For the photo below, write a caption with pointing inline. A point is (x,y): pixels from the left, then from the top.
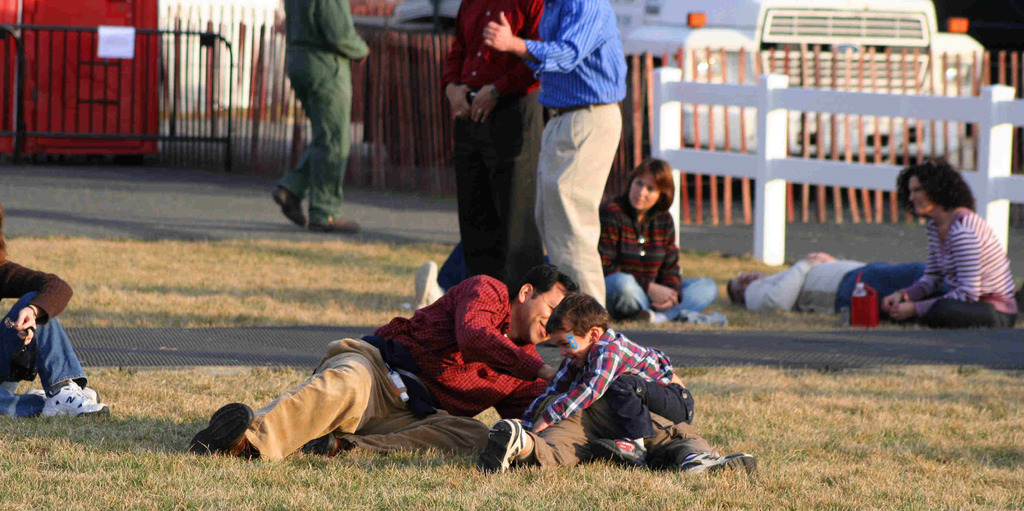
In this picture there are people (514,14) and we can see grass (185,421), bottle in a bag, mesh (995,339), fences (710,92) and barricade (724,113). In the background of the image (675,41) we can see a vehicle (695,49).
